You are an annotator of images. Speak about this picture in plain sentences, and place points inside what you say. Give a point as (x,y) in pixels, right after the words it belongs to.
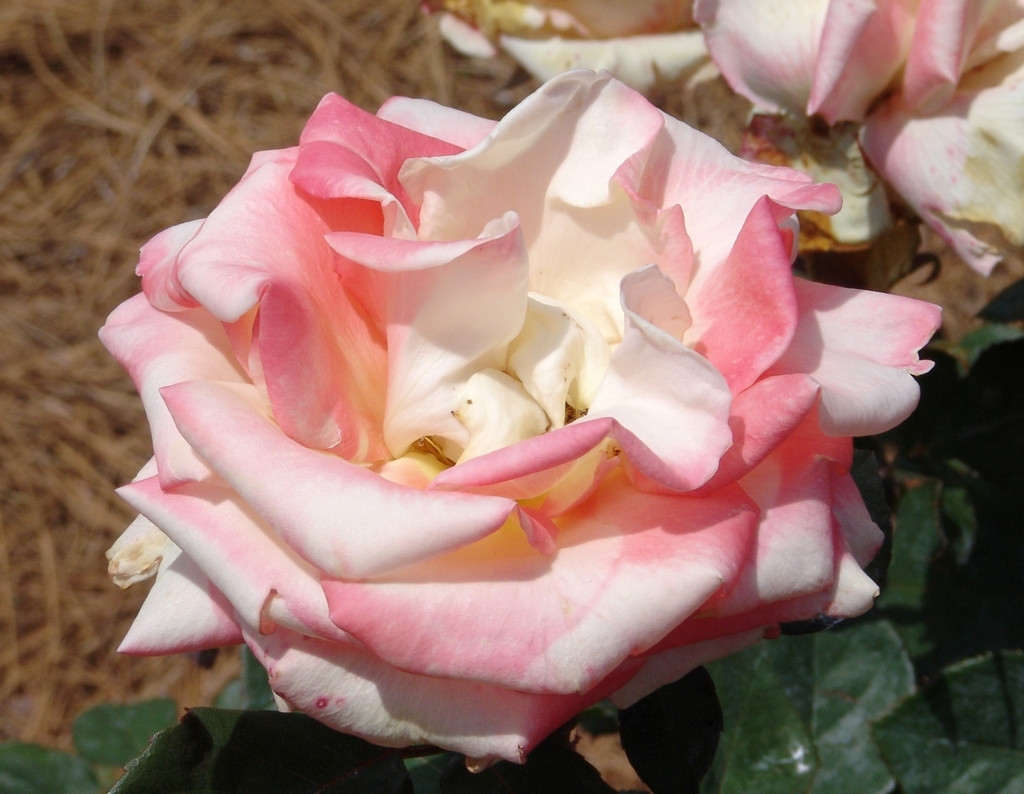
In this image we can see flowers (797,507), plants (848,742), and the grass (459,74), the background (227,154) is blurred.
